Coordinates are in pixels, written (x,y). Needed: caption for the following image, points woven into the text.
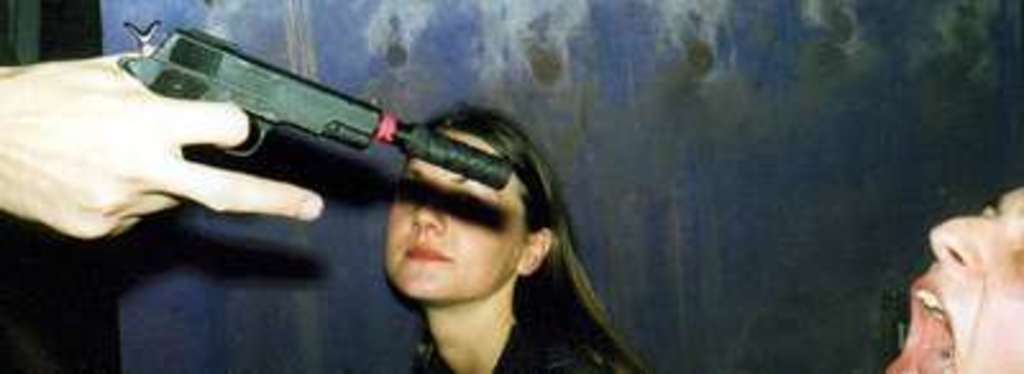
In this image we can see a man (1011,318) and a woman (506,276). There is a human hand (54,159) holding gun (382,127) on the left side of the image (50,181). The background (825,216) is blue in color.
